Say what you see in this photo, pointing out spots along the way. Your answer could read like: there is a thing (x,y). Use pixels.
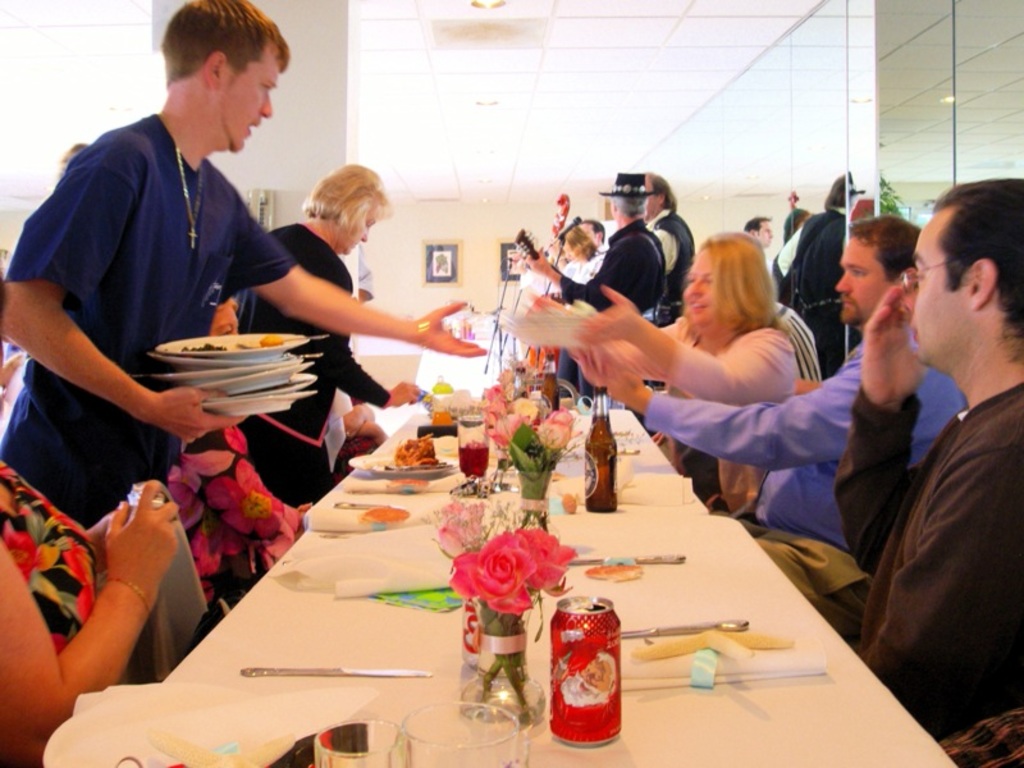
There is a group of people (750,284). Some people (89,160) are standing and some people (225,490) are sitting. On the left side (158,297) we have a person (158,297). He is holding a plate (208,371). On the right side (695,268) we have a woman (703,258). She gives bowl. There is a table (355,625). There is flower vase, knife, glass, plates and some food items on the table (372,660) & On the background (374,289) we can see photo frames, walls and stand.
